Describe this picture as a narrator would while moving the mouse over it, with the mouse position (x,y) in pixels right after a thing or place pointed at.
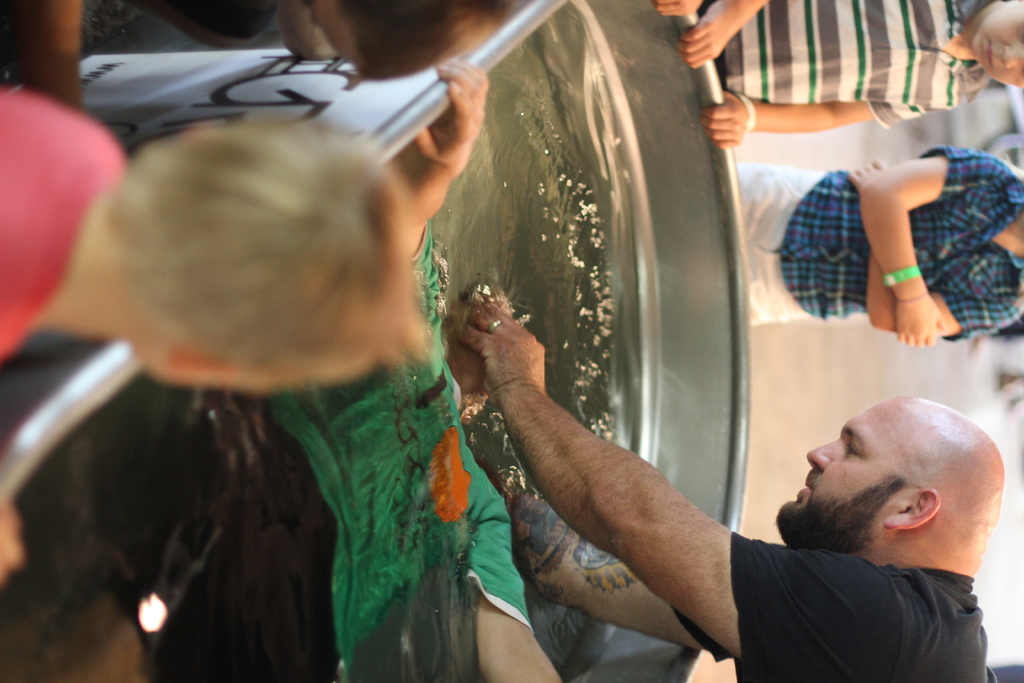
This is a vertical image, there is a man (682,614) on the right side (833,505) in black t-shirt (989,672) keeping hands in the tub (565,269) of water (513,309) and there are kids (855,231) standing around the tub (576,653).
